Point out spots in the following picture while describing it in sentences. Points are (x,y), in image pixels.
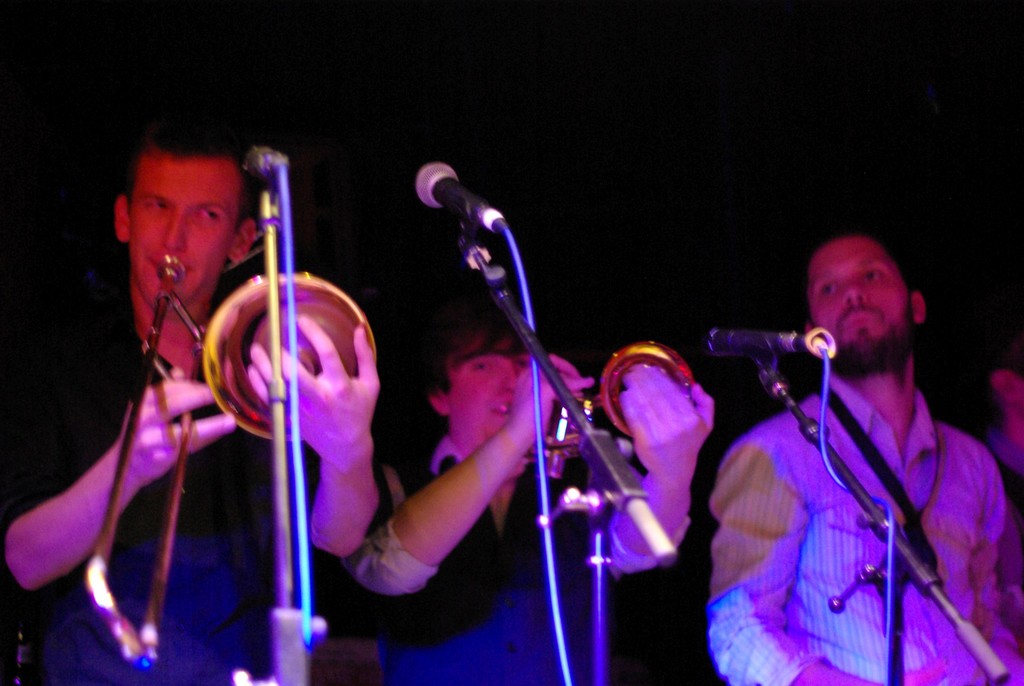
In this image we can see two persons (364,557) playing trombone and trumpet (553,440) and standing in front of the mike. We can also see a man (809,453) on the right (815,285) standing in front of the mike (941,604).
